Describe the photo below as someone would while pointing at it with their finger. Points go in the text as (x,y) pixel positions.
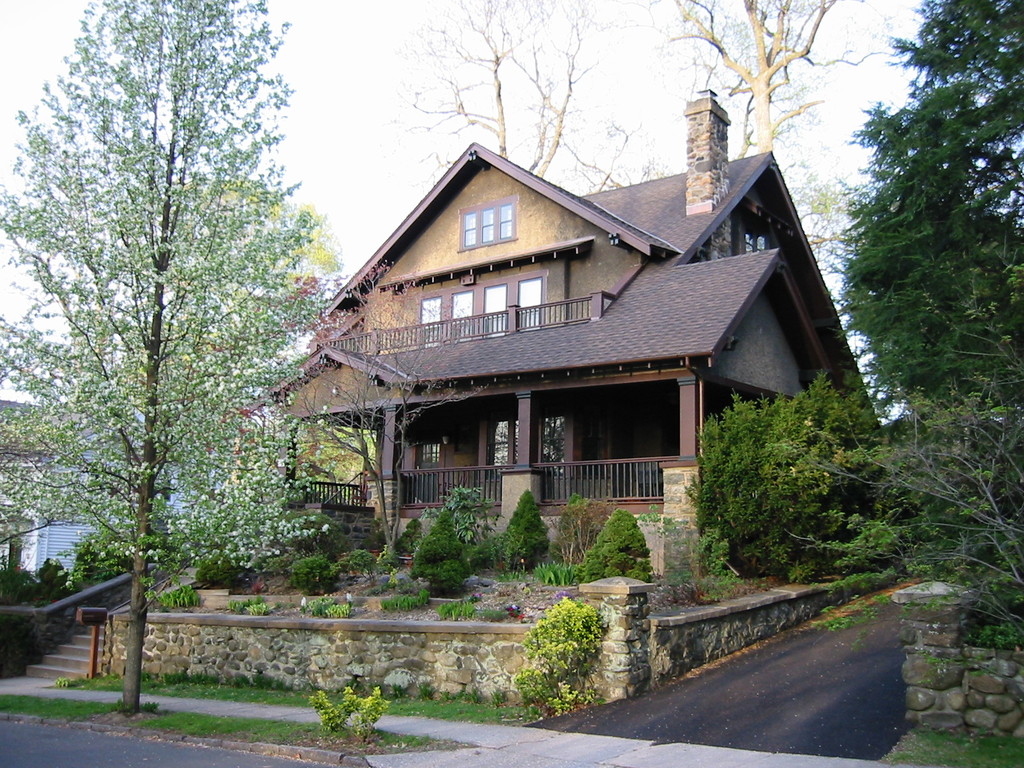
In this image I can see the road (129,758), few trees (994,483) which are green in color and few buildings (517,411). In the background (312,12) I can see the sky (380,105).
